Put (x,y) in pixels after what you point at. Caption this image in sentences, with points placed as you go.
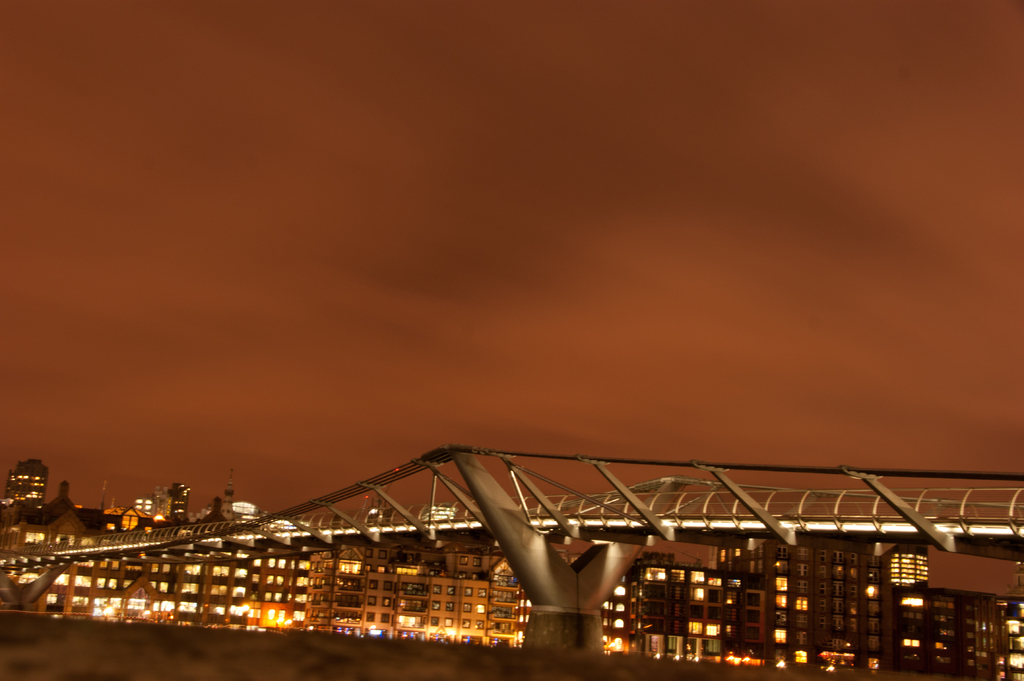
At the bottom of the picture (202,632), we see the road (159,632). In the middle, we see a bridge (289,514). There are buildings (323,590), towers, lights (240,504) and poles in the background (680,594). At the top (509,179), we see the sky (550,406). This picture might be clicked in the dark.
